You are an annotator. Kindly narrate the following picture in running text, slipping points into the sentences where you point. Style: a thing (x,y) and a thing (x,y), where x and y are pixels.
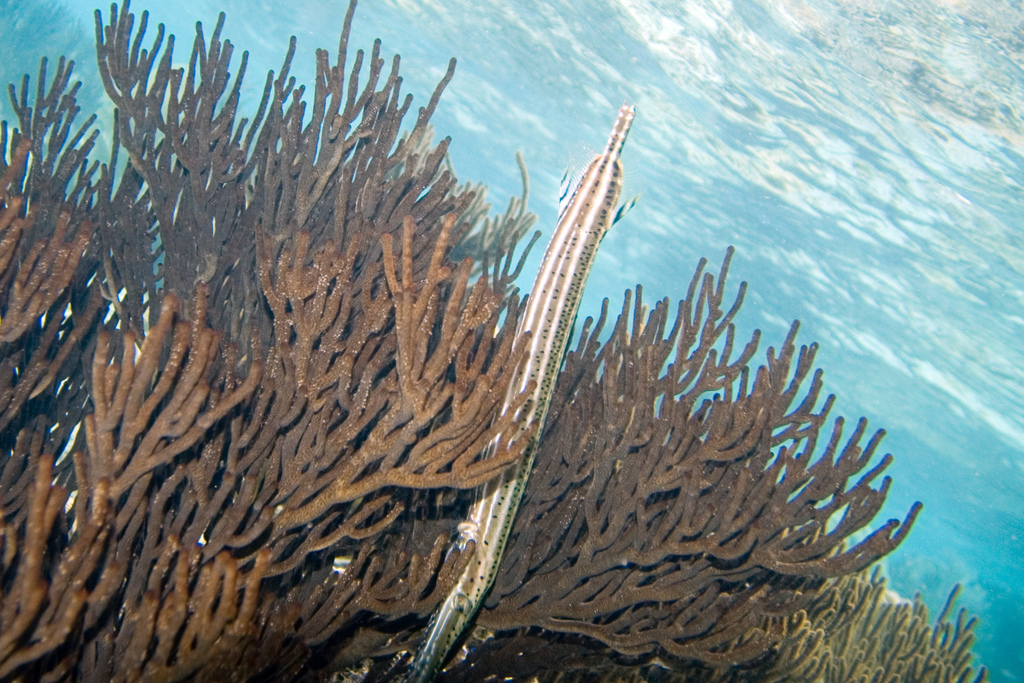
This is a picture of underwater environment (299,461). Here we can see an animal (541,270).
